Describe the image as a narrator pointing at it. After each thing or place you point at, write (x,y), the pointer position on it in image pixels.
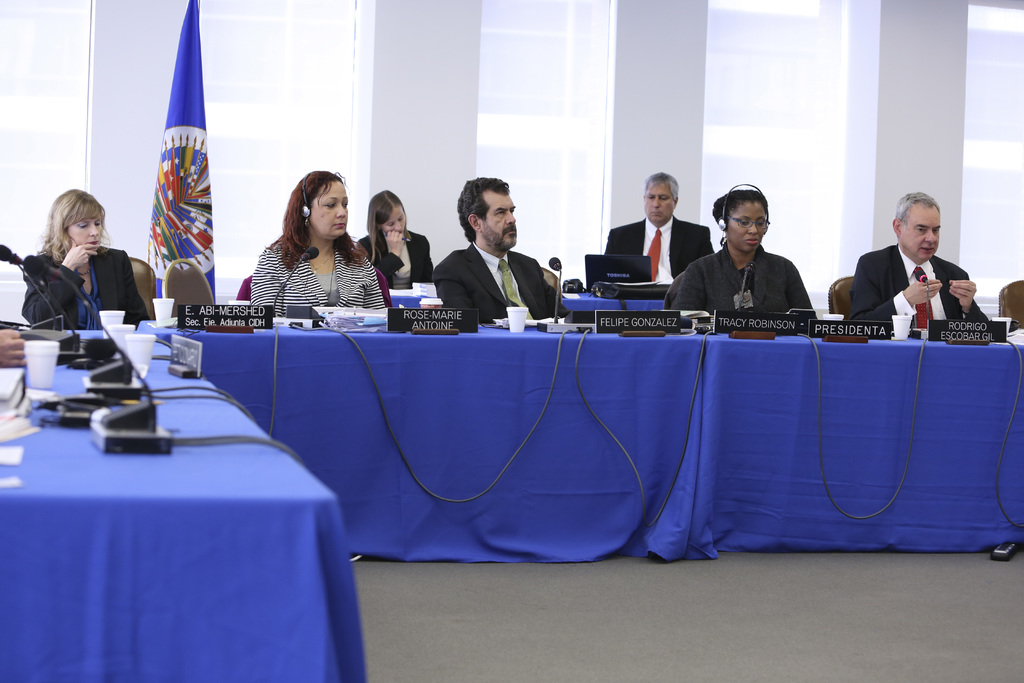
In the image we can see there are people (98,259) who are sitting on chair (190,276) and on table (205,562) there are cups (33,379), name plates (837,334), mic (28,263) with a stand (556,288) and at the back (409,274) people (680,235) are sitting and there is a blue colour flag (179,252).
